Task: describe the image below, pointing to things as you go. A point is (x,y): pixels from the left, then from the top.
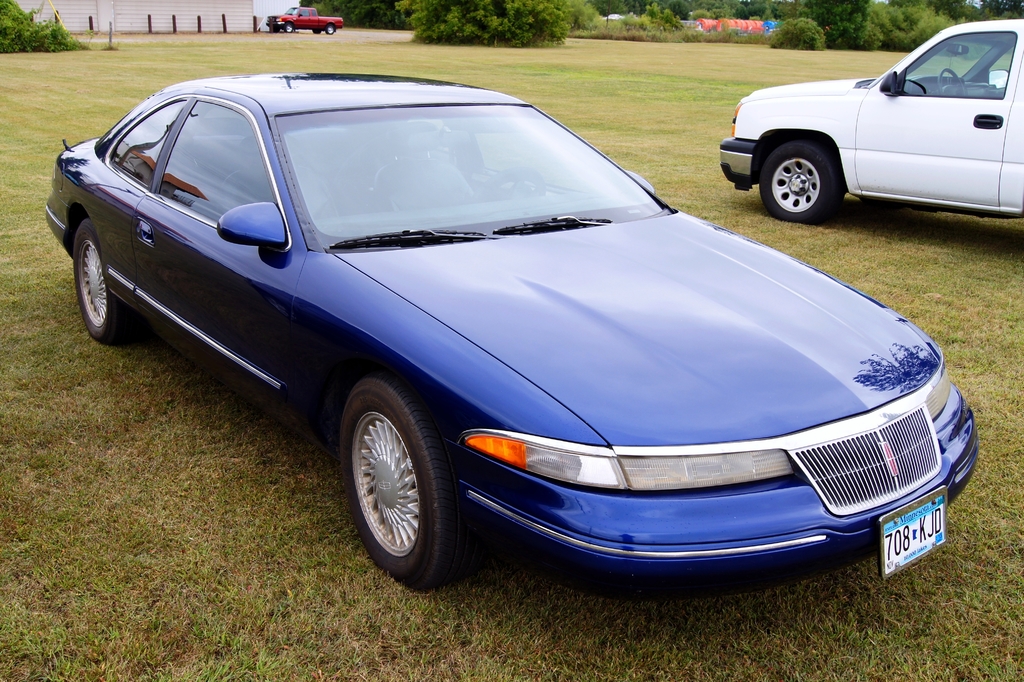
In this picture we can see vehicles (474,280) on the ground (142,584) and in the background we can see a wall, poles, trees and some objects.
